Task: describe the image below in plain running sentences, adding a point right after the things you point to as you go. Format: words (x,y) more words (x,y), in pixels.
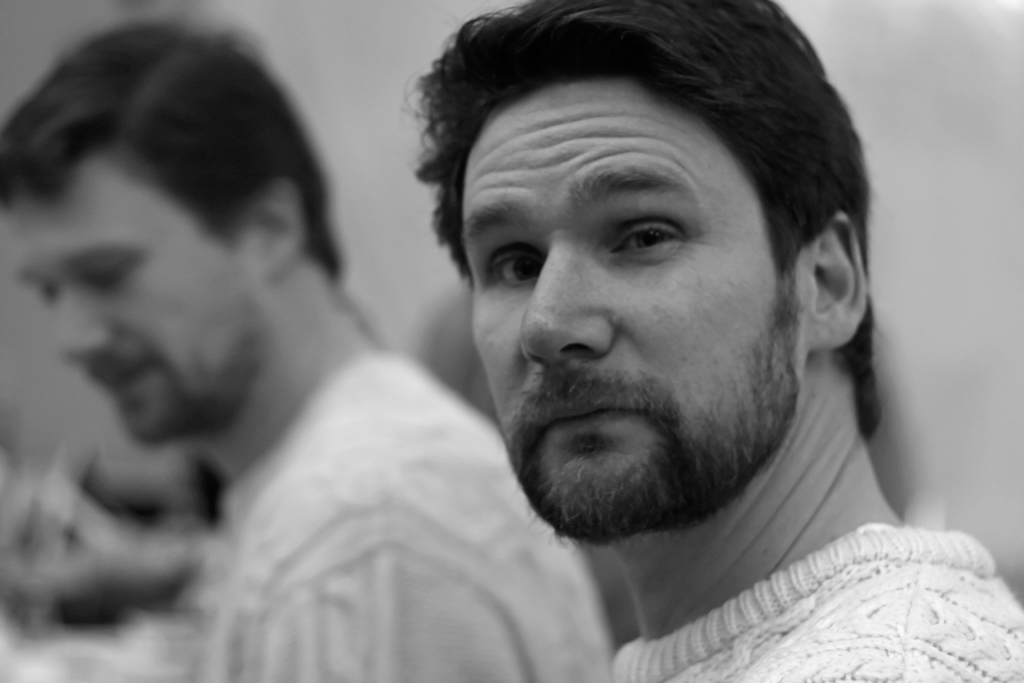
On the left side of the image (151,123) we can see a person (360,401), but he is in a blur. On the right side of the image (870,504) we can see a person (711,408).
